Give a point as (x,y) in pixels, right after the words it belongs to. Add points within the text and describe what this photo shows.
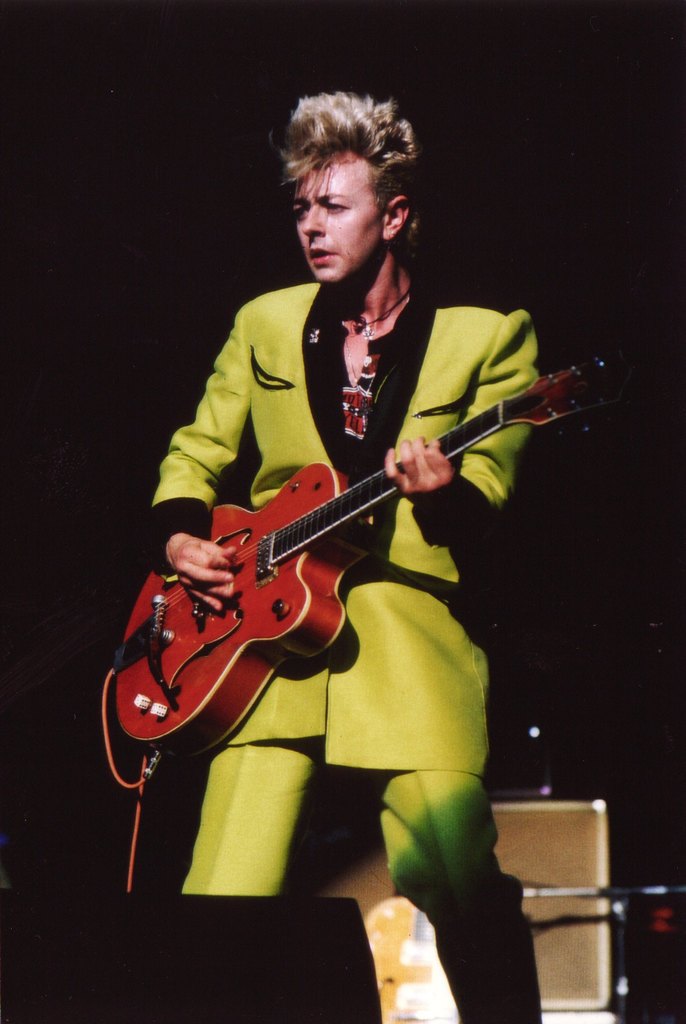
In this picture there is a man (477,335) holding a guitar (336,600) and playing it. He is standing on the dais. He is looking at something else and in the backdrop (521,793) there are some musical instruments (555,863).
